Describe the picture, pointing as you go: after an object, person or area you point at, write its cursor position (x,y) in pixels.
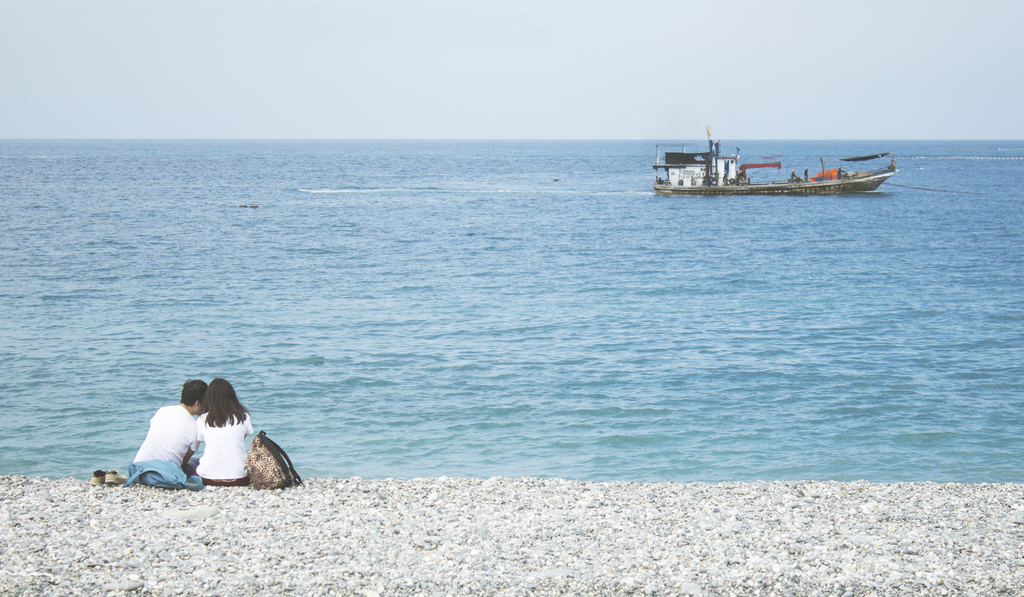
In this image in front (235,548) there are stones (218,498). There are two people (196,444). Beside them there are bags (274,468). There are shoes (103,483). There is a boat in the water (670,142). In the background of the image (630,65) there is sky (615,64).
